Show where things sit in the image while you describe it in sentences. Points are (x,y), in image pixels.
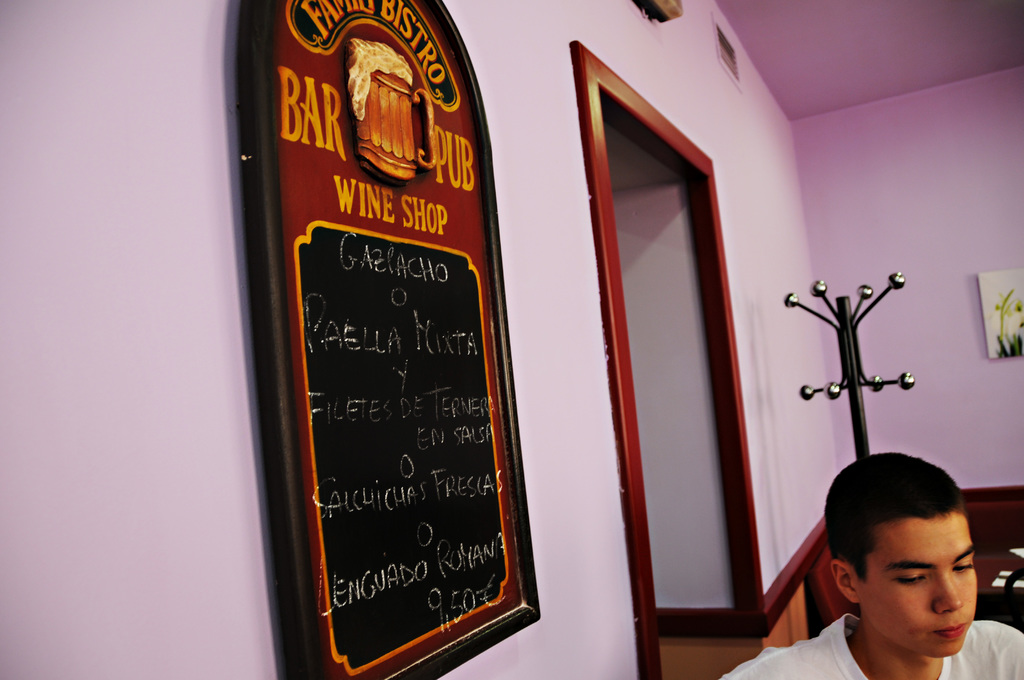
In this image there is a person (875,548), beside the person (843,536) there is a board (371,320) with some text (336,109) and image (378,144) on it is hanging on the wall (790,352), behind him there is an object (855,398). In the background (1011,348) there is a frame (1015,306) hanging on the wall (950,372).
